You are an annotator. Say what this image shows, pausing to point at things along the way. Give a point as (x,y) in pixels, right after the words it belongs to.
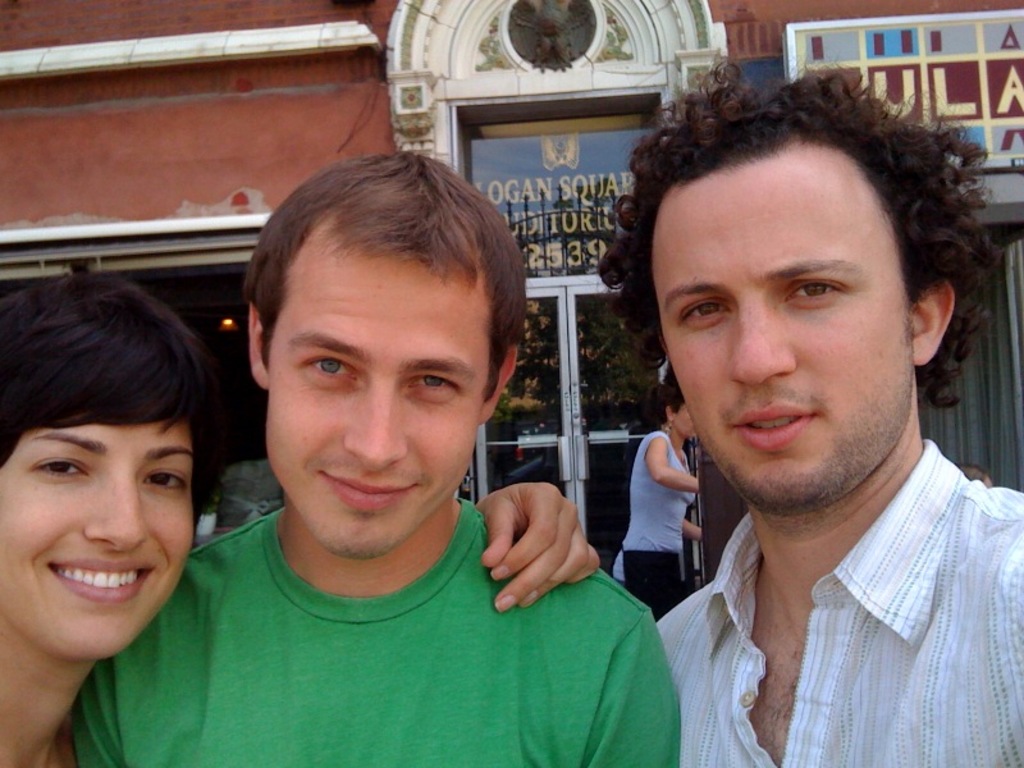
In this image I can see people (446,529) among them the people (458,453) in the front (373,461) are smiling. In the background (365,129) I can see a building (458,152), a glass door (567,386) and something written on the building (481,135).
